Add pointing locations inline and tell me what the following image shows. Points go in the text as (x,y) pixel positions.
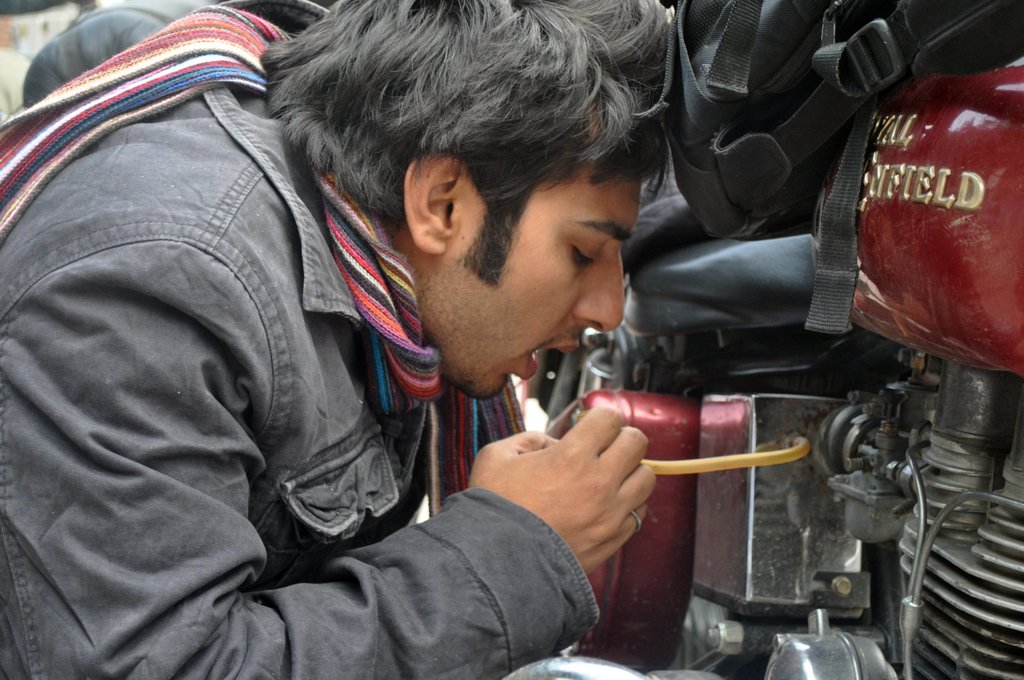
As we can see in the image on the right side (871,346) there is a motorcycle (849,357) and on the left side (320,396) there is a man (350,281) wearing black color jacket (250,396).
